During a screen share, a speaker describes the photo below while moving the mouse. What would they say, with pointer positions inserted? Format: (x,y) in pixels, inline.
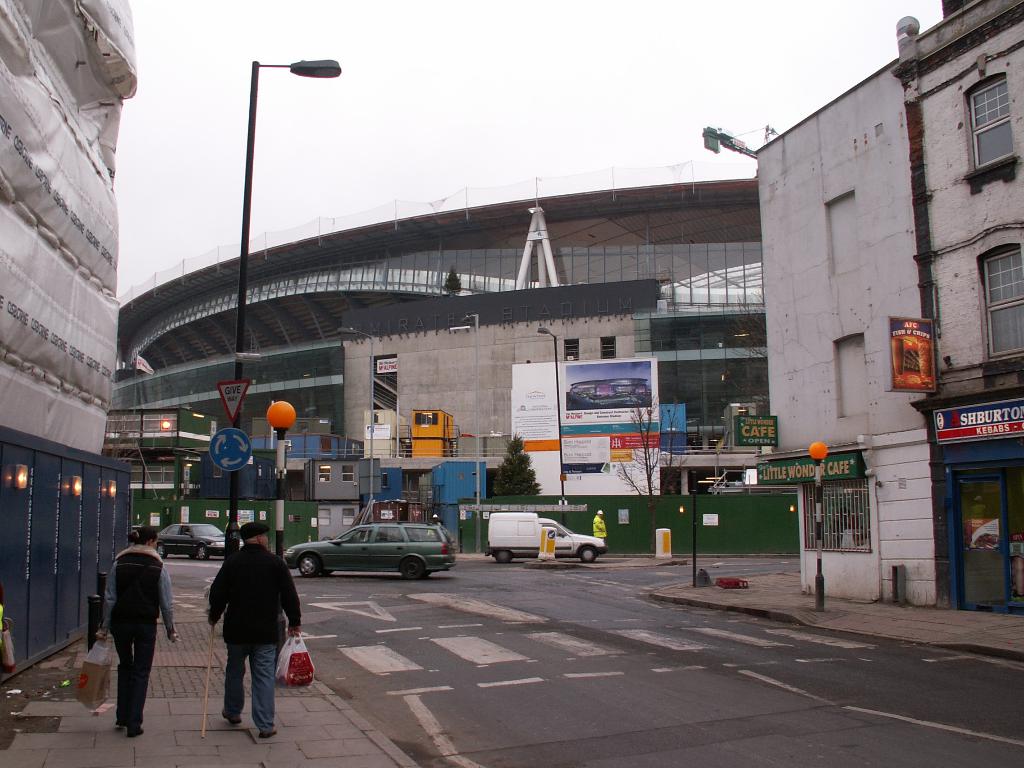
This is the picture of a city (519,281). On the left side of the image (211,620) there are two persons (263,658) holding the objects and walking on the footpath (307,699). There are vehicles (510,529) on the road (187,583). There are trees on the footpath (311,718) and there are boards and lights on poles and there are poles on the footpath (300,730). There are buildings (770,359) and there is a hoarding (532,412) and crane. At the top (691,73) there is sky (623,67). At the bottom (581,634) there is a road (753,702).
